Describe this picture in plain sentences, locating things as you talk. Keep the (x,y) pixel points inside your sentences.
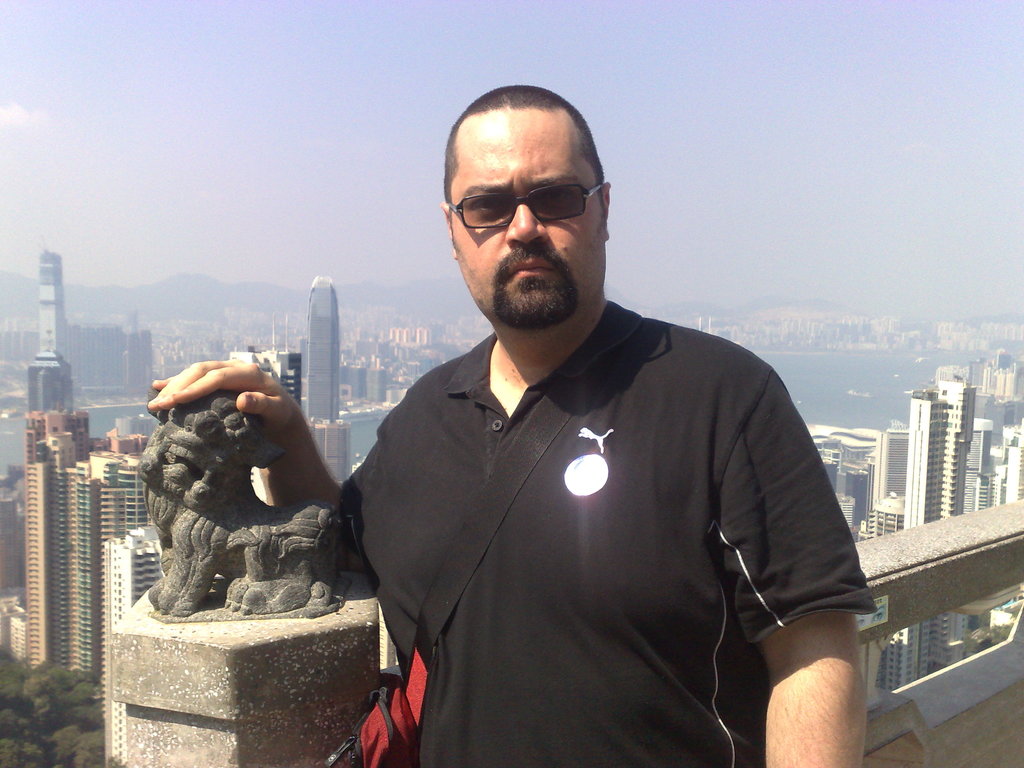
In this picture there is a man (529,476) wearing black color t-shirt (789,612) is standing in the front (490,703) and giving a pose. Behind there are many skyscrapers (30,432) and mountain (209,300) in the background (390,291).
